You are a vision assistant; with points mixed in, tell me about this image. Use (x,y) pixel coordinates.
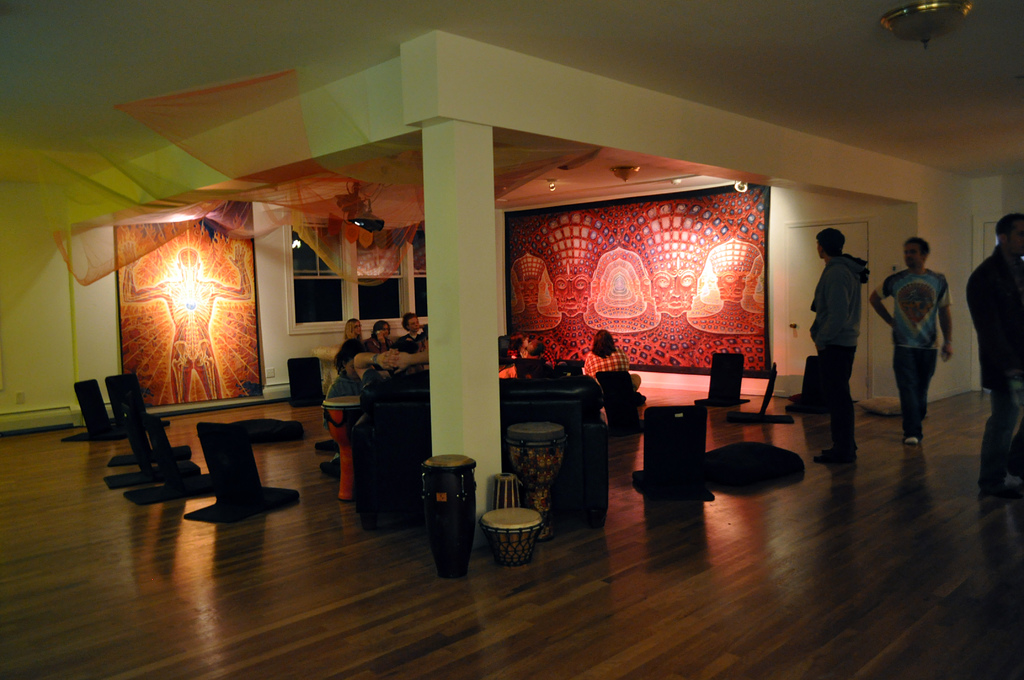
In this picture we can see some group of people (389,361) sitting and talking to each other and some few people (844,330) are standing on the floor (492,559) back side we can see One Frame (679,276) that is that look like person (186,274) and they are some musical instruments (498,521).
